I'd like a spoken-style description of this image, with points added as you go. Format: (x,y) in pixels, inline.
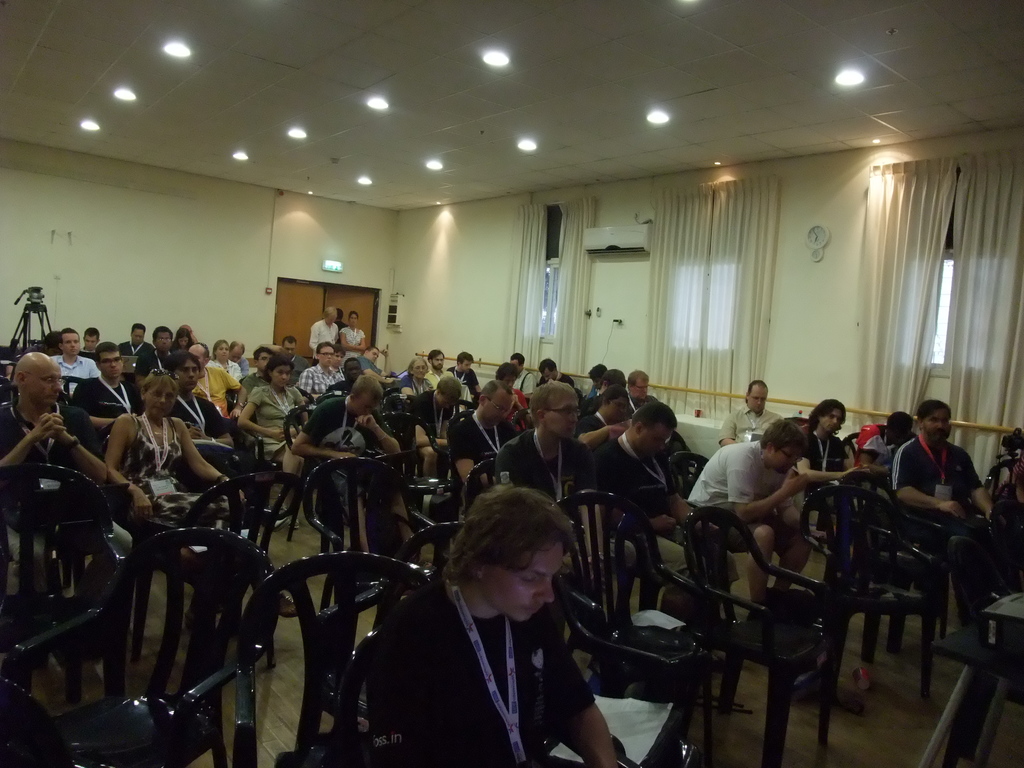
In the image I can see some people (60,442) sitting on the chairs (81,741) and around there are some curtains (989,320) and some lights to the roof (683,51).
